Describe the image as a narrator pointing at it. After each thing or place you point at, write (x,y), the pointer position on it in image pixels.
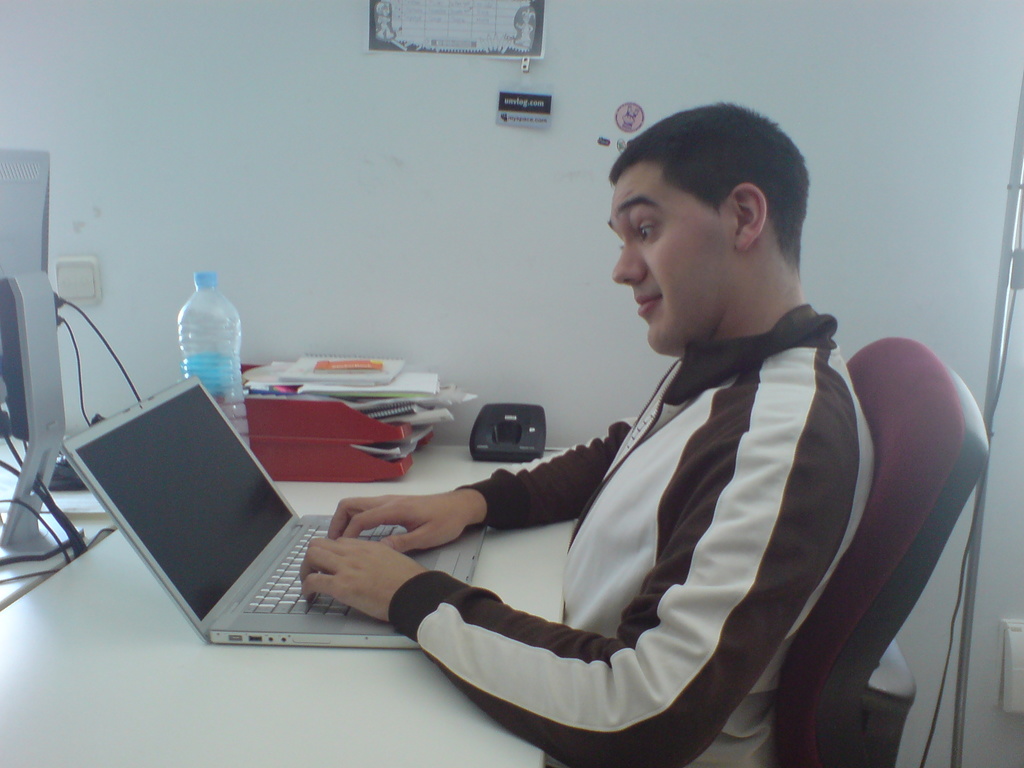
Here I can see a man (671,440) sitting on a chair (881,602), facing towards the left side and looking into the laptop (225,524) which is on the table (211,685). Along with the laptop (177,524) there is a bottle (195,370), books (401,402) and few cables (45,496). In the background (190,182) there is a wall (391,215) on which two papers (515,48) are attached. On the right side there is a metal stand (960,677) and a cable (945,678).
